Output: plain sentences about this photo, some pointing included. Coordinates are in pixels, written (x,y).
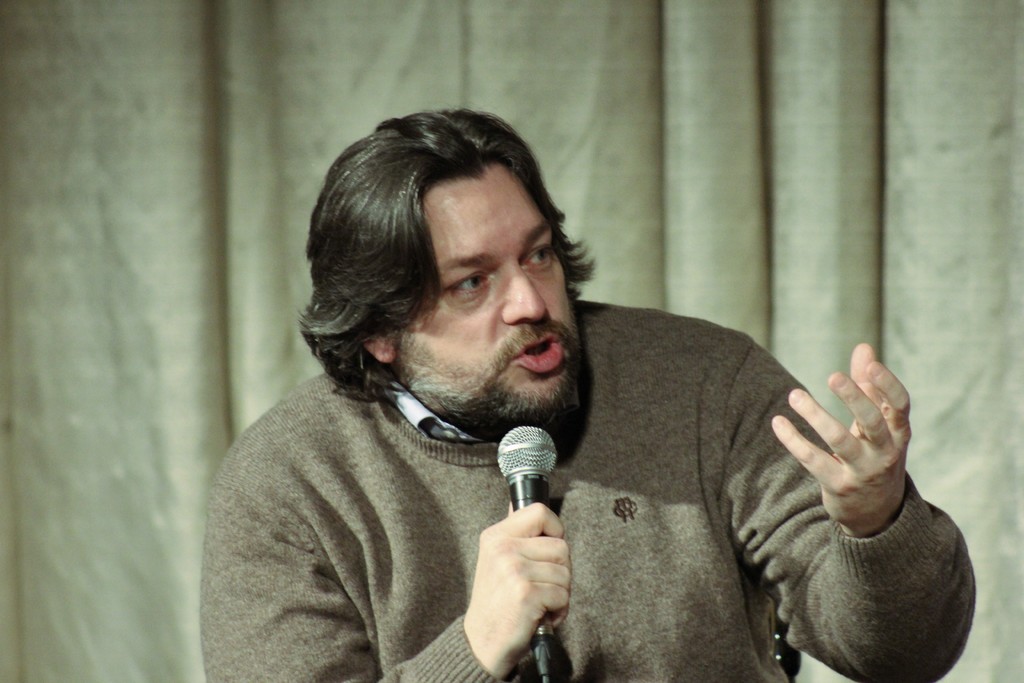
In this image we can see a man (537,575) holding a mic (535,478). In the background (729,138) there is a curtain (595,180).
